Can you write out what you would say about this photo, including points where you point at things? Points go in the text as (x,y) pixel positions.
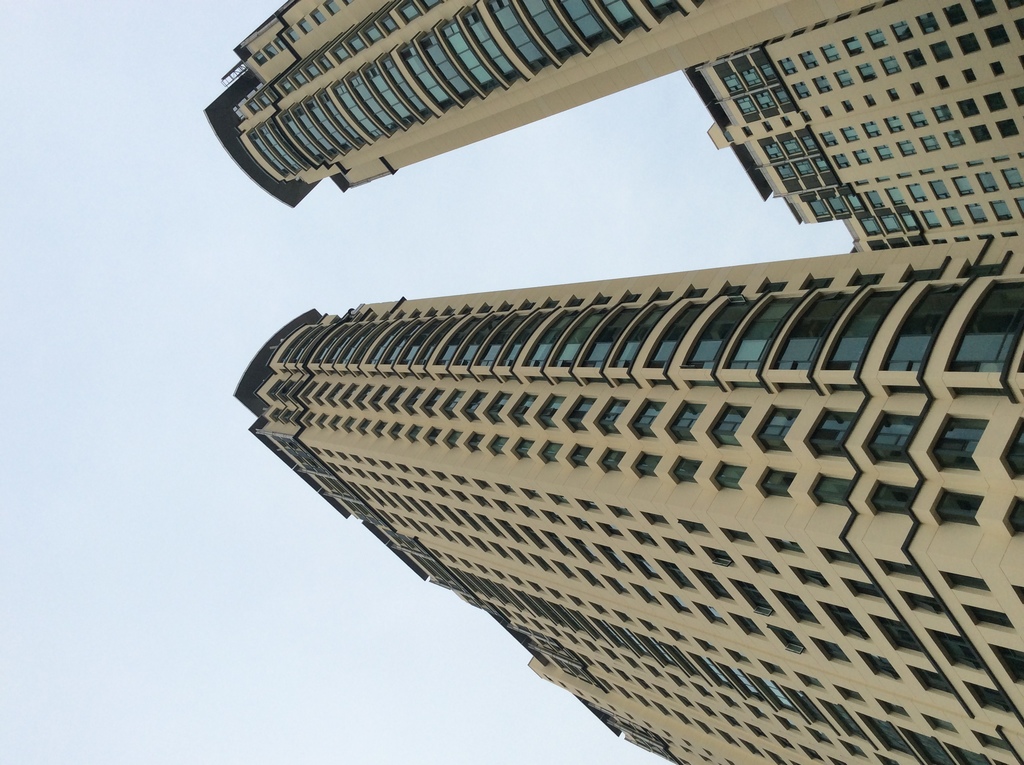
On the right side (798,473), there are buildings (930,469) which are having glass windows (798,363). In the background (578,162), there are clouds (112,486) in the sky (143,688).
